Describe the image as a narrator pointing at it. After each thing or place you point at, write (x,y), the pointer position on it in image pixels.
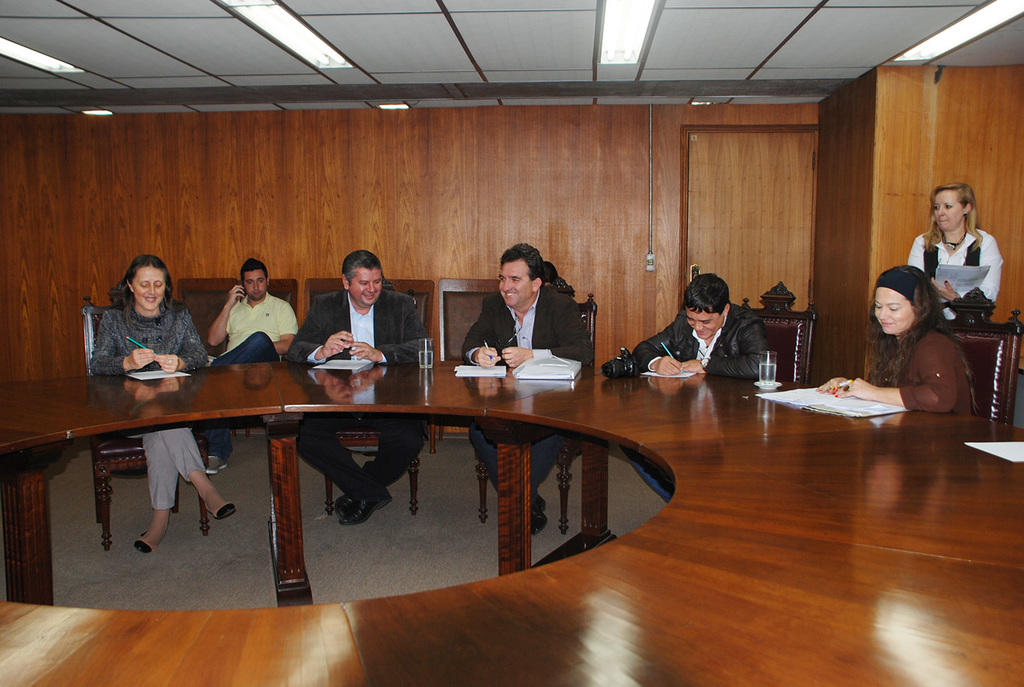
This picture shows a group of people (408,350) seated on the chairs (465,352) and we see some books (486,370) and glasses (421,350) on the table (658,544) and we see a woman (916,264) Standing and holding papers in her hand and a man (227,352) seated and speaking on the mobile (246,298).
